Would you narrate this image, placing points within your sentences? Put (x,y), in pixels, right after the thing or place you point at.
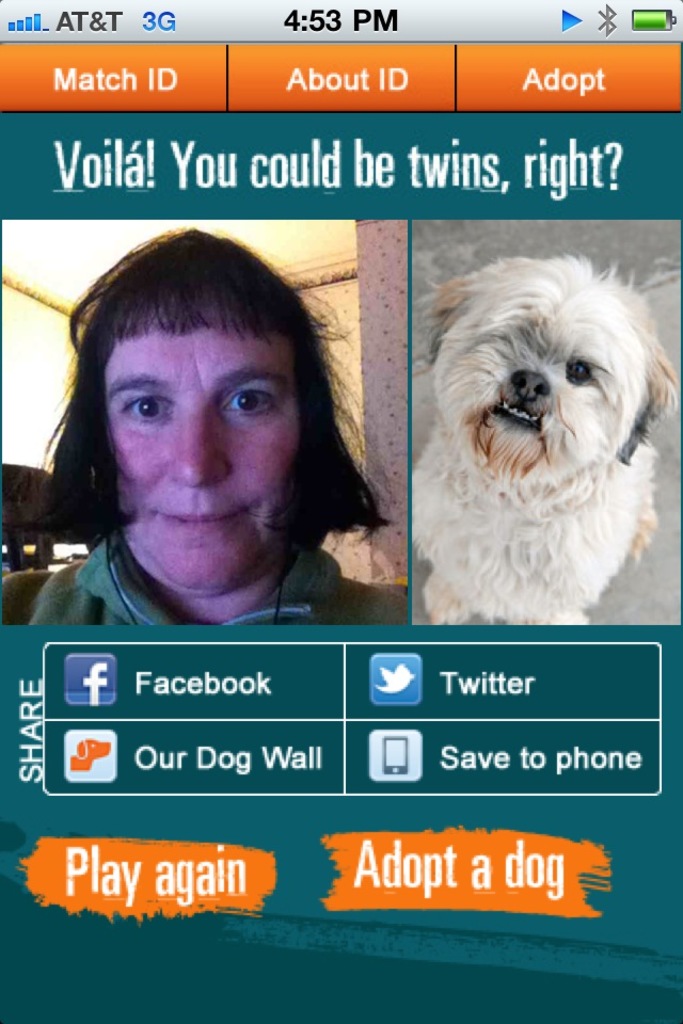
In this picture we can see a screen (285,251) and on this screen (485,699) we can see a person (285,518), dog (564,417), symbols (374,685) and some text (150,20).
